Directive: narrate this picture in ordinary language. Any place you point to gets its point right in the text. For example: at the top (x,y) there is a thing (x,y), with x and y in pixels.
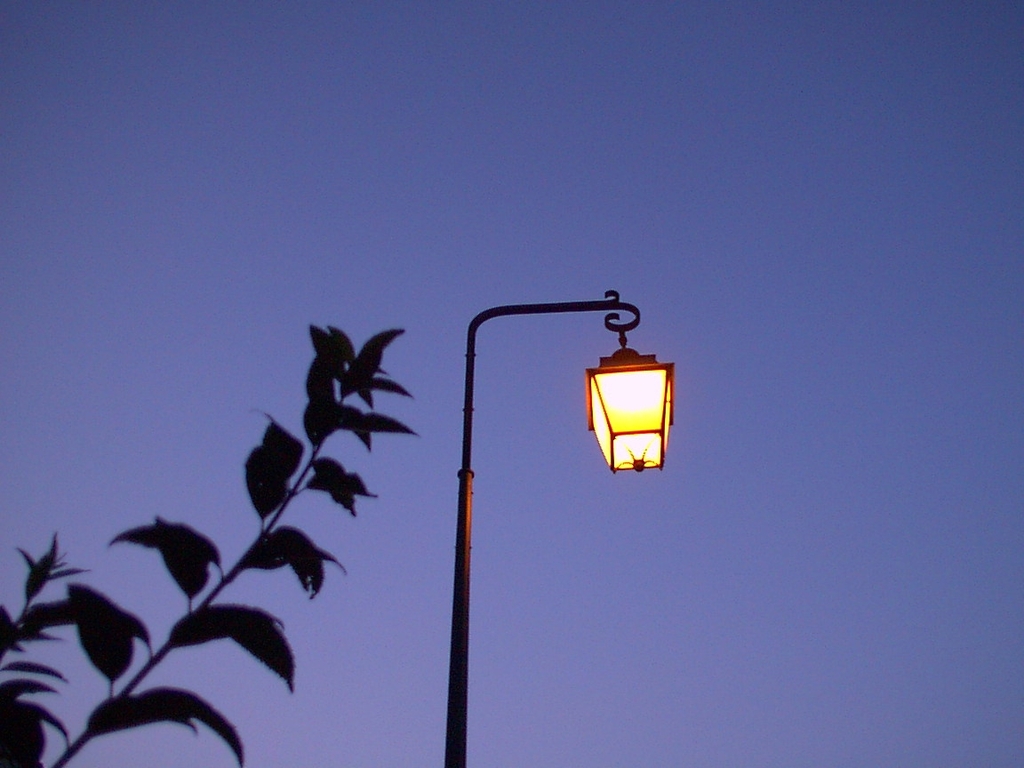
In this image there is a light pole (593,378) and a branch (195,628), in the background (74,706) there is the sky (367,510).
